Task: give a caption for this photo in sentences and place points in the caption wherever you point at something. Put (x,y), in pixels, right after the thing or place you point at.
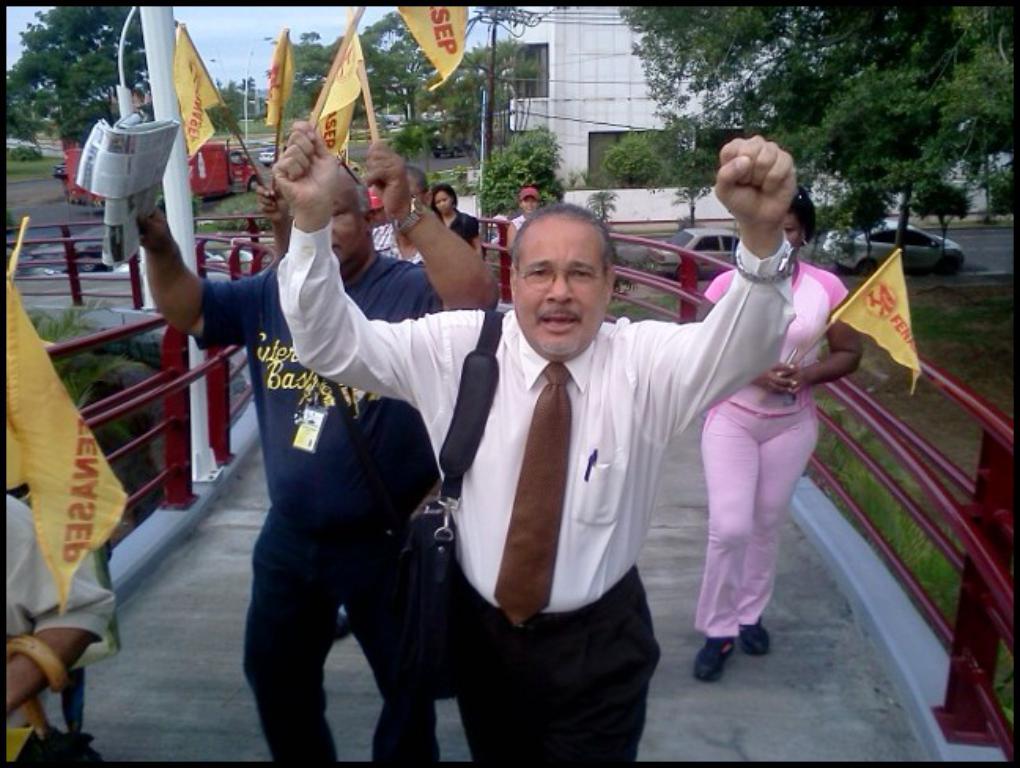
In this picture there are group of people (381,619) holding the flags (50,459) and walking and there are railings (140,398). At the back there is a building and there are vehicles (943,265) on the road (46,209) and there are trees (83,78) and poles (165,25). At the top (218,39) there is sky (221,52). At the bottom (247,589) there are plants (962,564) and there is a road (219,556).
